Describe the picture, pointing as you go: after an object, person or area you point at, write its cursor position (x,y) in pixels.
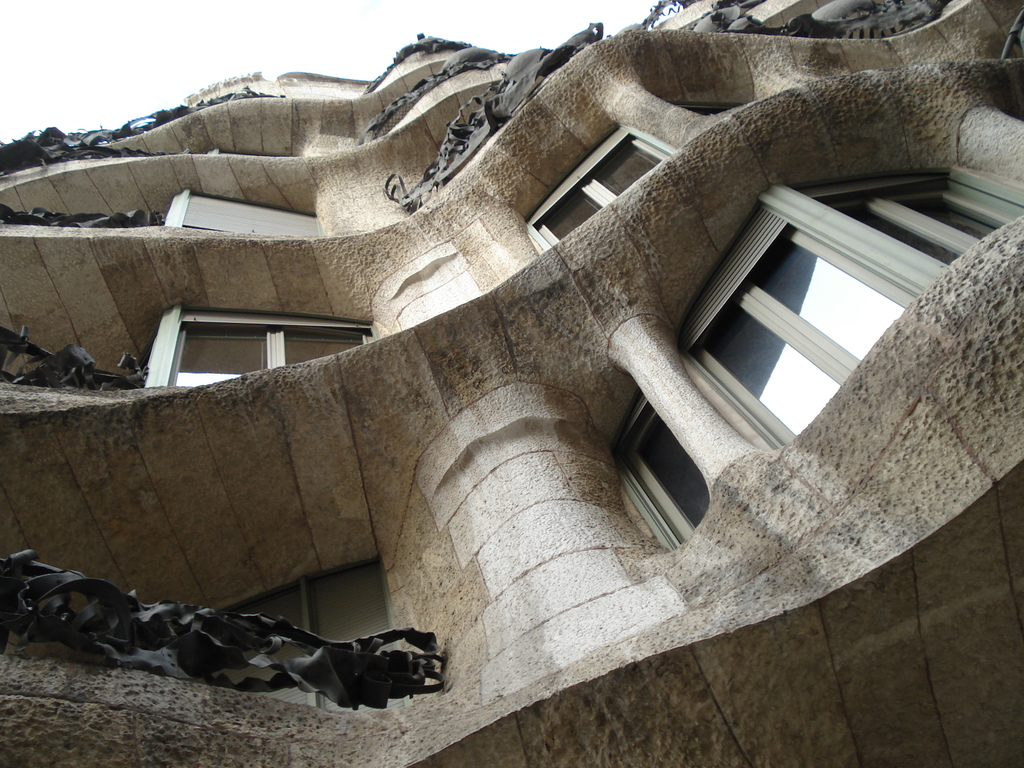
Here we can see a building (400,497), windows (706,376), and glasses (736,343). In the background (365,57) there is sky (342,29).
